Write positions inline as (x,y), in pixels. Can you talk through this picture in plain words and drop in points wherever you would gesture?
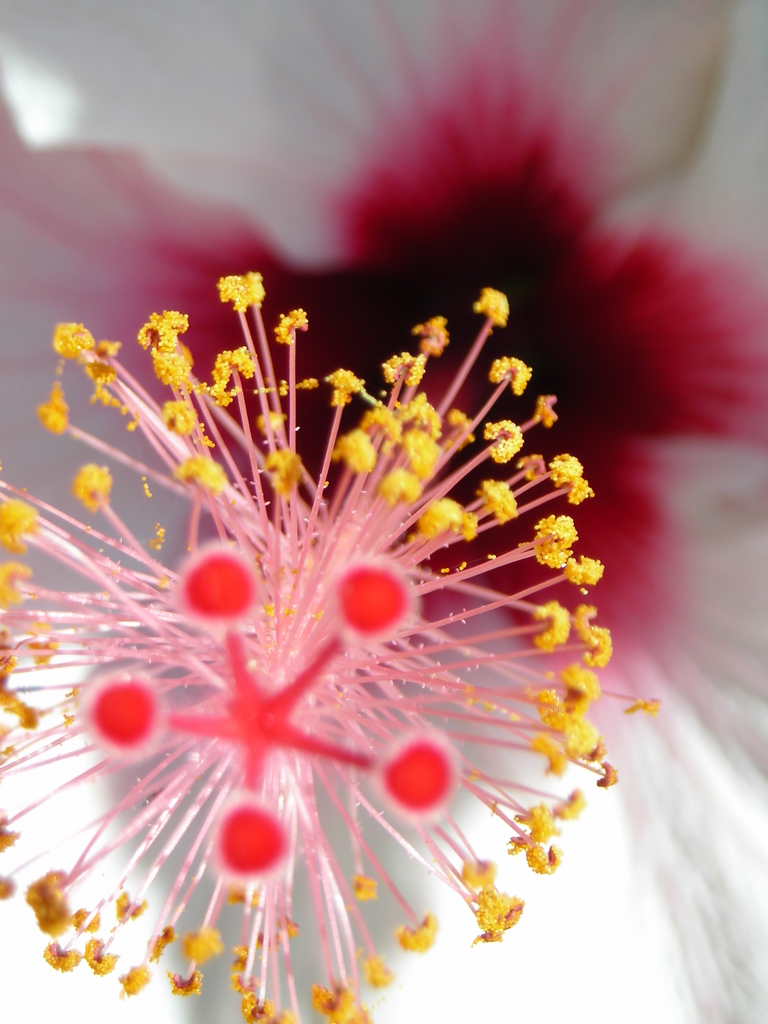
Here I can see a flower (487,305) along with the pollen grains (246,891). The petals (214,77) are in white and red colors.
